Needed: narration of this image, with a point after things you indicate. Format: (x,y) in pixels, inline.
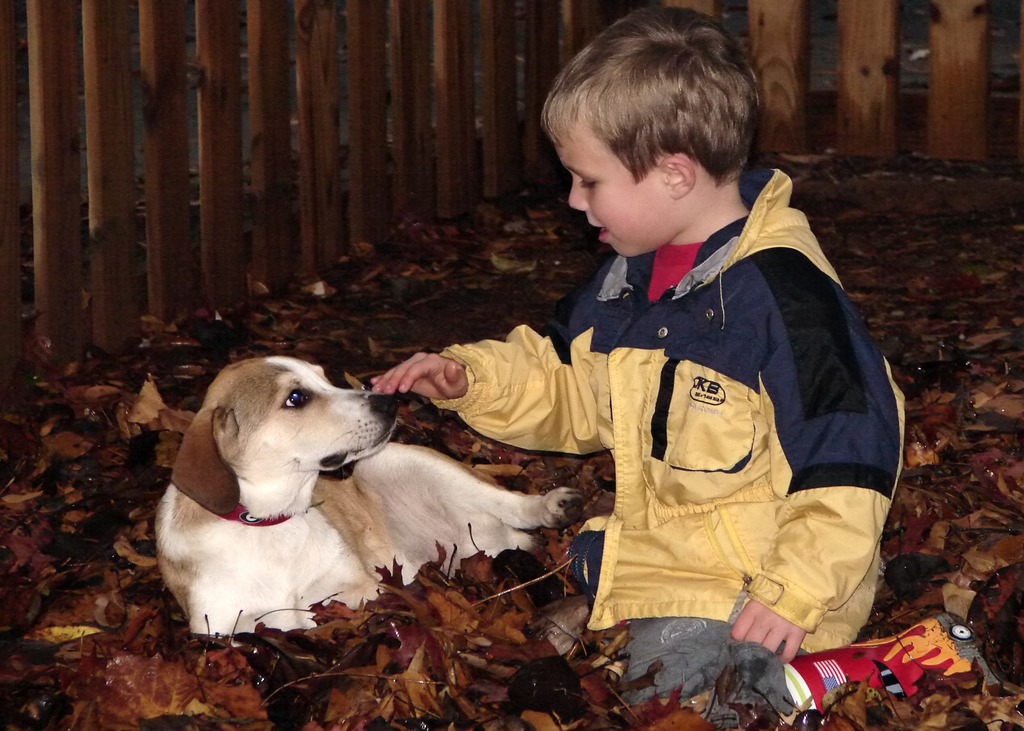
In this picture, a boy (652,337) who wearing a yellow jacket (700,447). He is sitting on the floor (553,578) beside the white dogs (379,505). On the floor (924,254) we can see a lots of leafs (200,664). On the top (392,75) there is a wooden fencing (394,34). This boy (635,233) touching the nose (373,408) of a dog (285,543).
